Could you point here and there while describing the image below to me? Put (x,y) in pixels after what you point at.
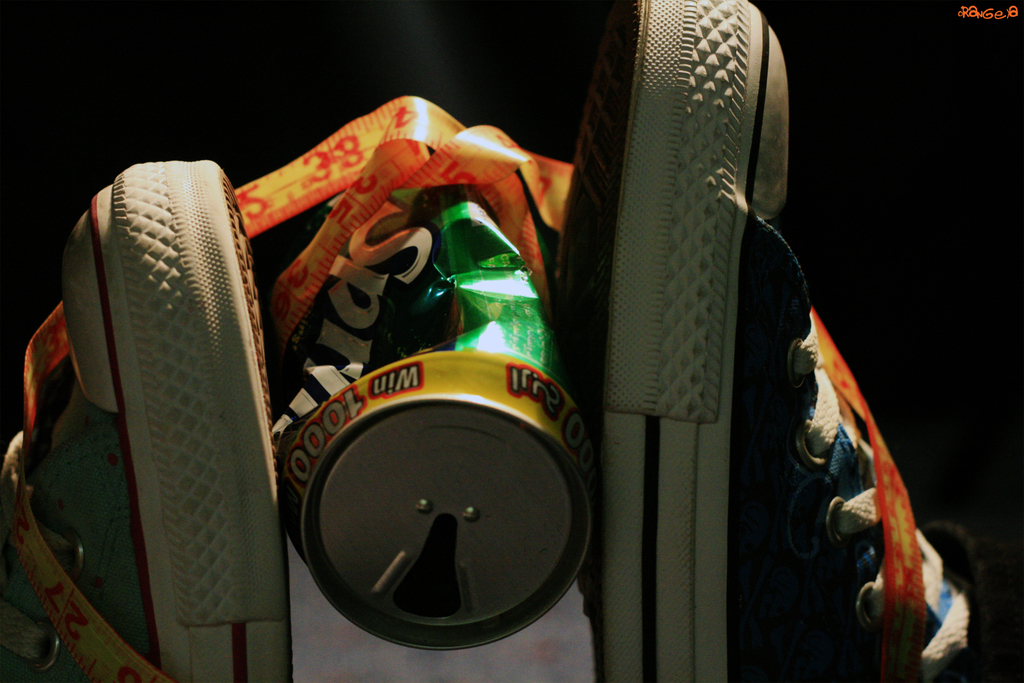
In this image I can see a tin (449,362) in green color, I can also see a pair of shoes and a tape (372,176), and I can see dark background (103,61).
